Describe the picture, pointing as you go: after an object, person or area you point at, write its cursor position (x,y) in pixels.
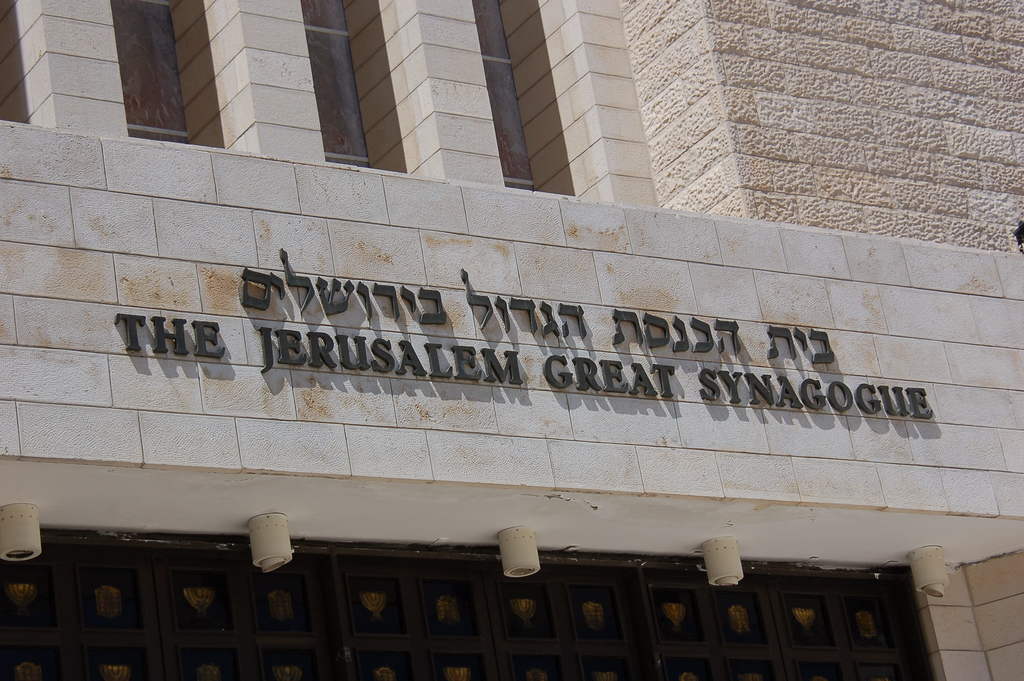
In the image we can see a building (730,369) and text (476,376) on it.
